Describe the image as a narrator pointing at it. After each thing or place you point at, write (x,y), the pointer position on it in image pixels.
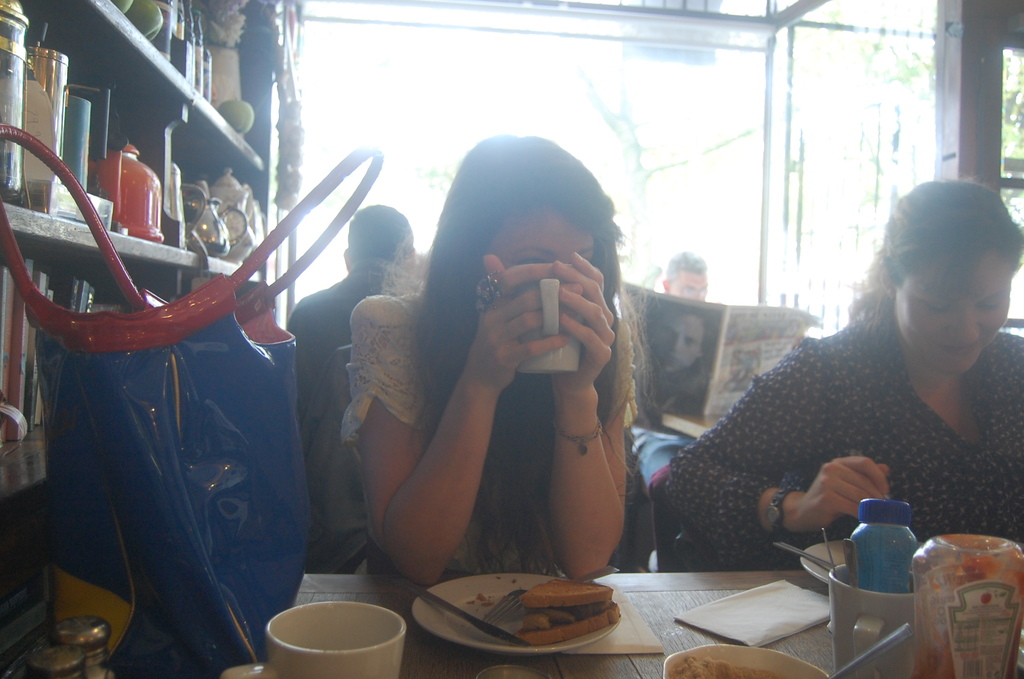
In this image i can see 2 women (774,408) sitting on chairs (662,518) in front of a table (492,661), a woman (585,467) in the left side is covering her face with a cup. On the table (774,643) i can see a cup (342,615), a bottle (884,553), few tissues (774,588), a plate (496,584) and a sandwich (566,606). To the left corner of the image (185,87) i can see a rack (157,67) with some objects (53,102) in it and a bag (185,440). In the background (396,239) i can see few other person's (402,253), a newspaper (691,362) and few trees (899,43).
